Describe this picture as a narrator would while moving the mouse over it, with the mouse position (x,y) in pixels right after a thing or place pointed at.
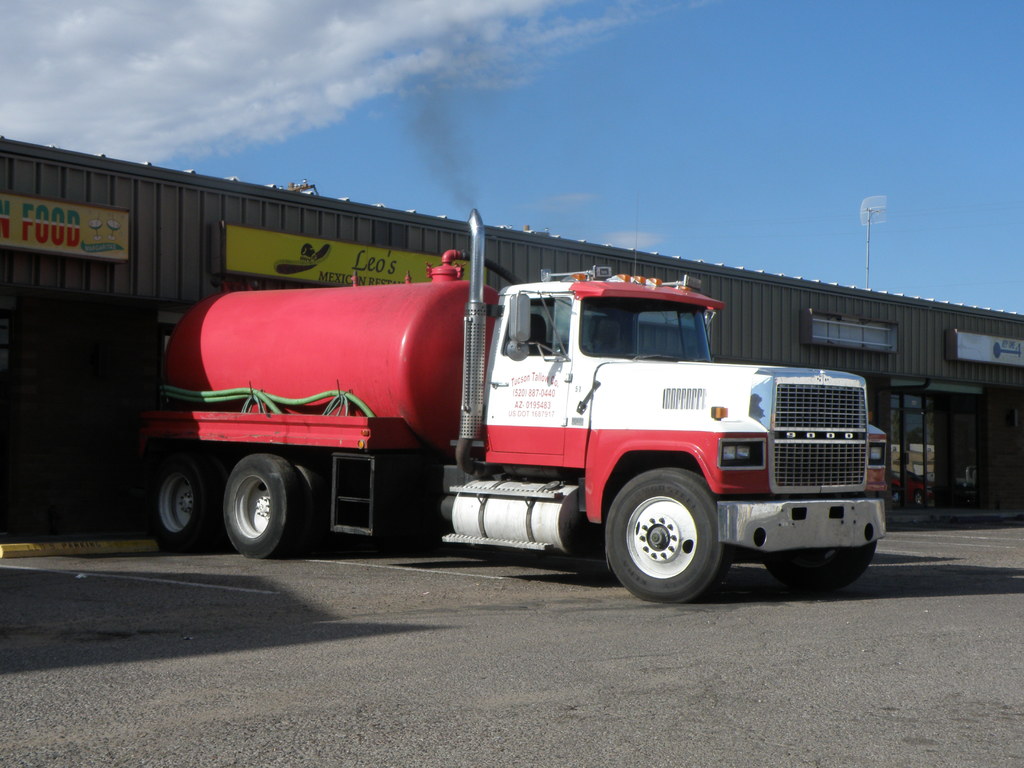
In this picture we can see a liquid tanker (505,482), in the background (746,308) there is a building (733,332), we can see hoardings (58,241) on the left side (121,243), on the right side (905,429) we can see glass door (930,464), there is the sky (538,128) and clouds (343,47) at the top of the picture (338,71).
